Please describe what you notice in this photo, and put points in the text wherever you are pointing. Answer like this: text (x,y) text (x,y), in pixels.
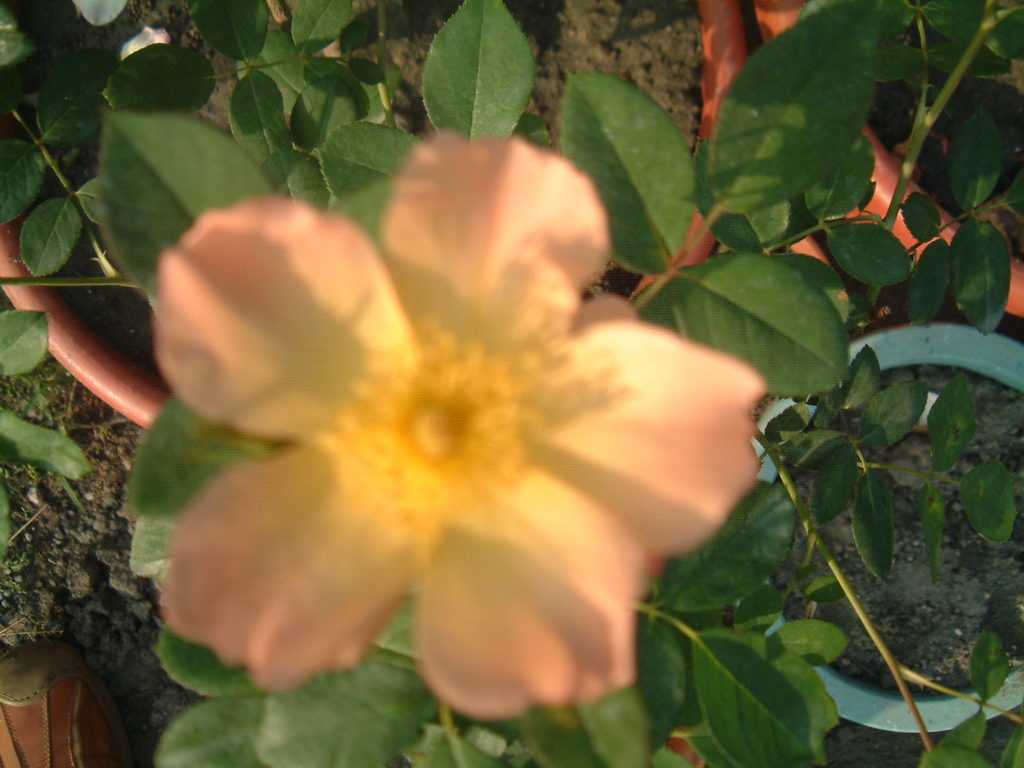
This image consists of a plant (527,408). It has a flower (390,353). There are pots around it.
